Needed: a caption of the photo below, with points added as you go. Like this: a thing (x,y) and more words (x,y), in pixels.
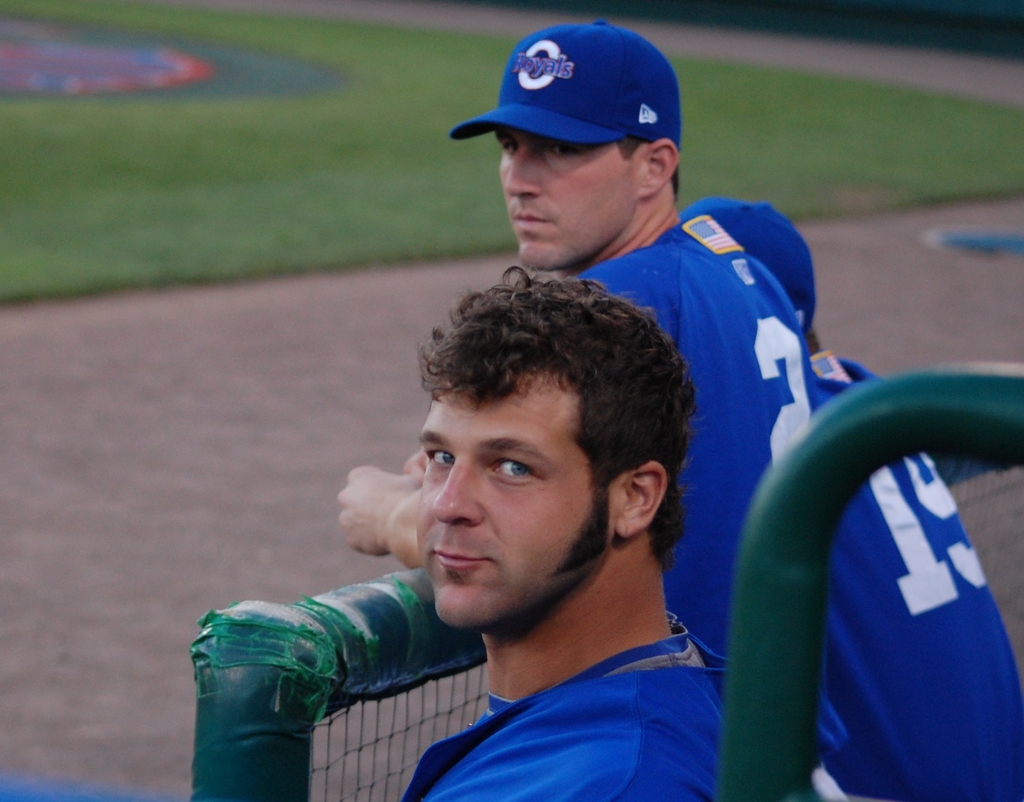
In this picture we can see three persons (678,595) here, this man (756,366) wore a blue color cap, there is a fencing (452,633) here, we can see grass (157,165) here.
